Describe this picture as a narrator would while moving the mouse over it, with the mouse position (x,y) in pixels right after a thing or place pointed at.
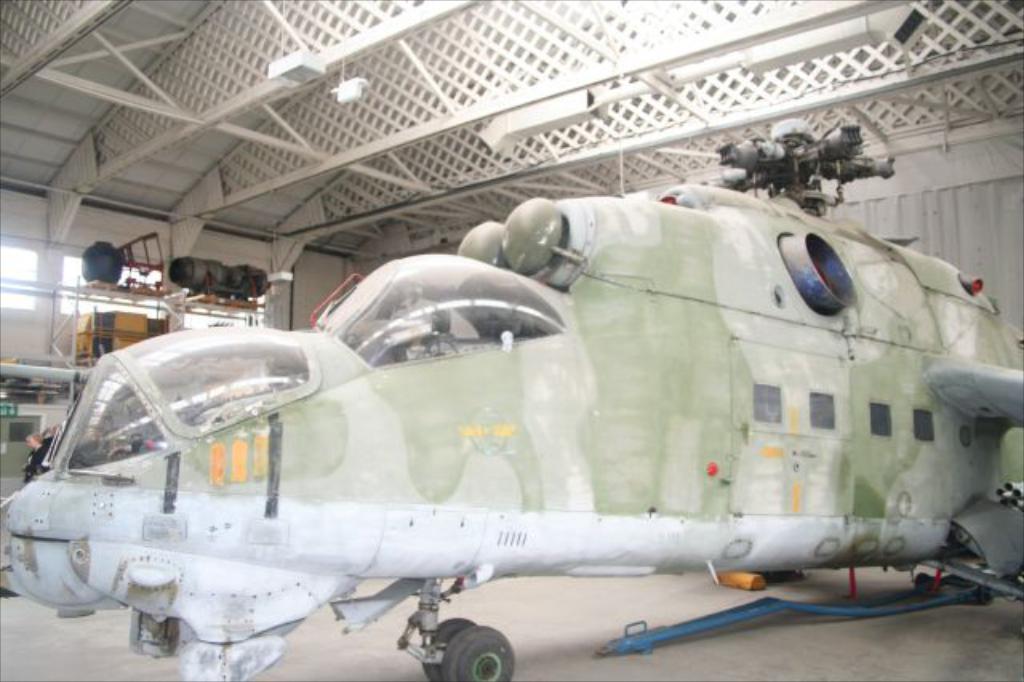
As we can see in the image there is a helicopter (342,306), wall (12,200), windows (24,297) and lights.
